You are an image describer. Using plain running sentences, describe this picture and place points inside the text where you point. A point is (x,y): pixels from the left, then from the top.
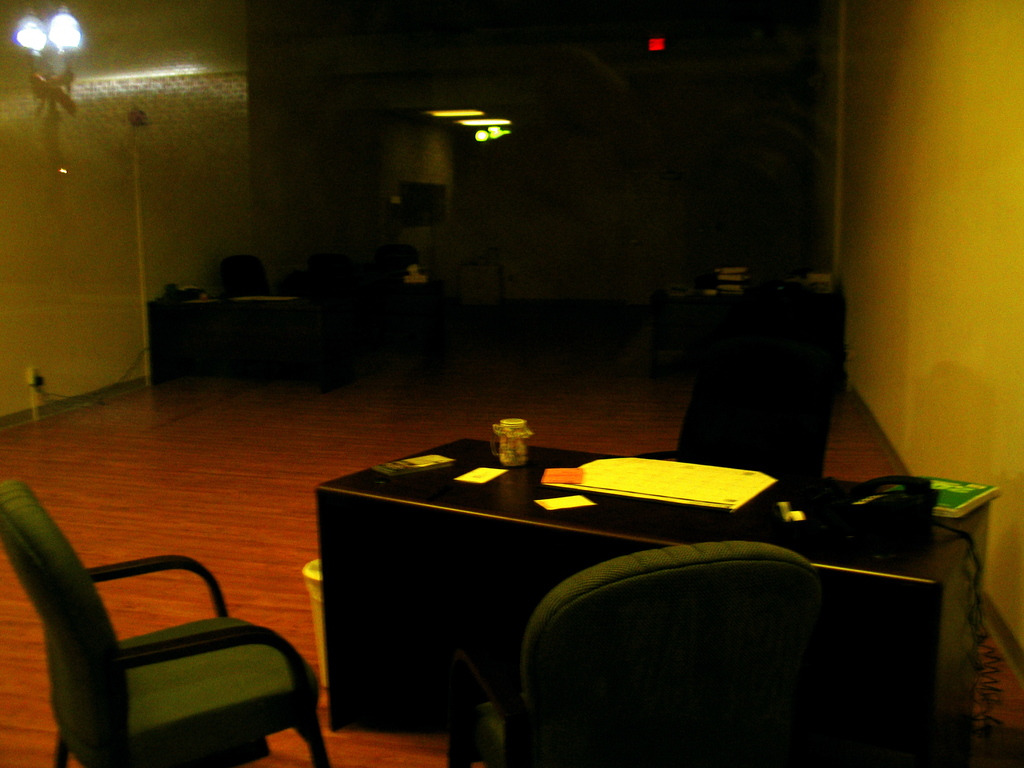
In this image, we can see some tables (629,518) with objects (859,533) like posters (472,480). We can see the wooden surface (209,465) with some objects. We can also see some chairs (612,564) and the wall (924,327) with some objects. We can also see some lights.
